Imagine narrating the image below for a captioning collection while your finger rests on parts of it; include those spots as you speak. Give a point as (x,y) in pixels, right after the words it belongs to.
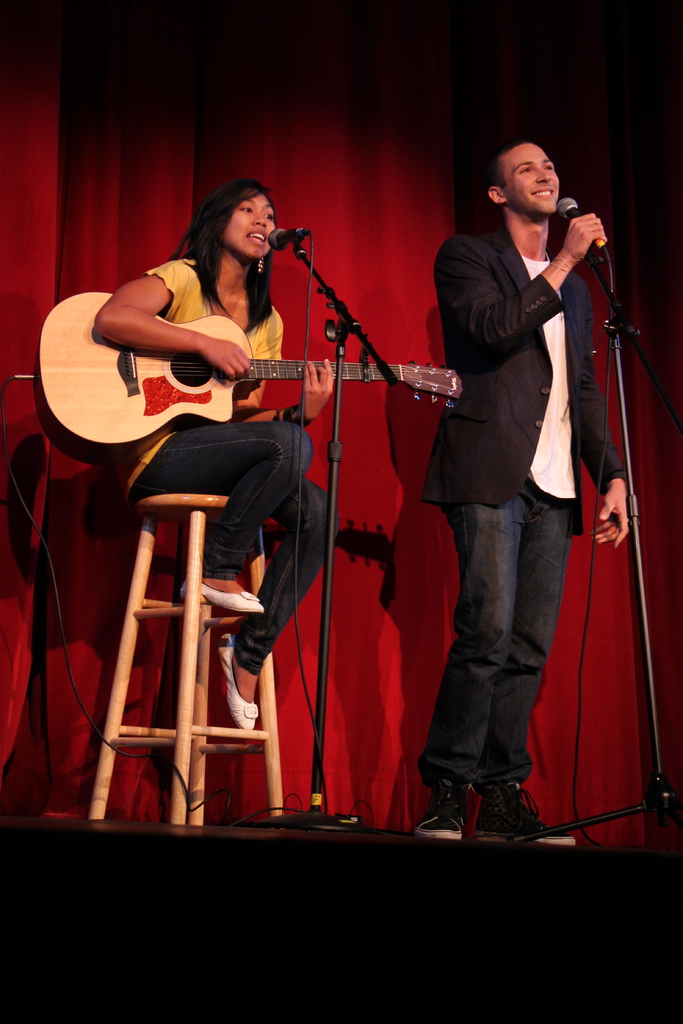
In this image i can see a man (590,385) standing and holding a microphone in his hand (581,226), to the left of the image (200,441) i can see a woman (250,459) sitting on a chair (198,610) and holding a guitar (208,408) in her hand (321,400), i can see a microphone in front of her. In the background (387,587) i can see a red cloth (353,148).
